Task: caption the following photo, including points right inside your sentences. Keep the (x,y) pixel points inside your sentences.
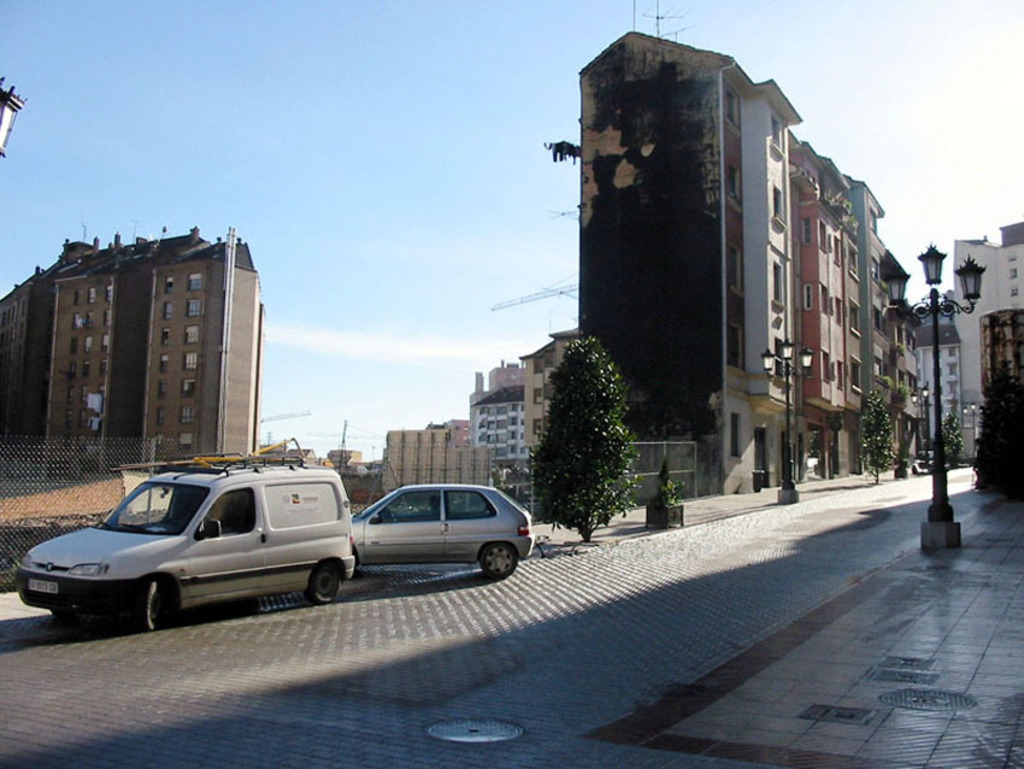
This is the picture of a place where we have some buildings (747,248) to which there are some windows (820,244) and around there are some trees (998,481), cars (162,528) and some poles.
